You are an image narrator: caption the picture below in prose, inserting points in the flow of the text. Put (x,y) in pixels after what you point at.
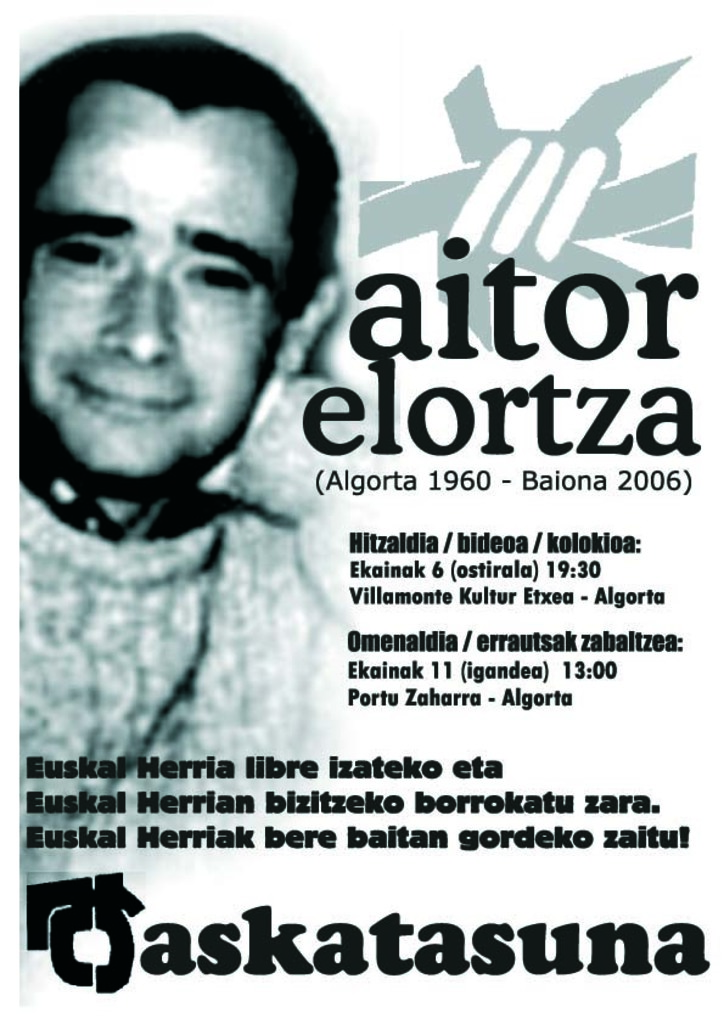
In this image I can see a man (53,210) and here I can see something is written.
